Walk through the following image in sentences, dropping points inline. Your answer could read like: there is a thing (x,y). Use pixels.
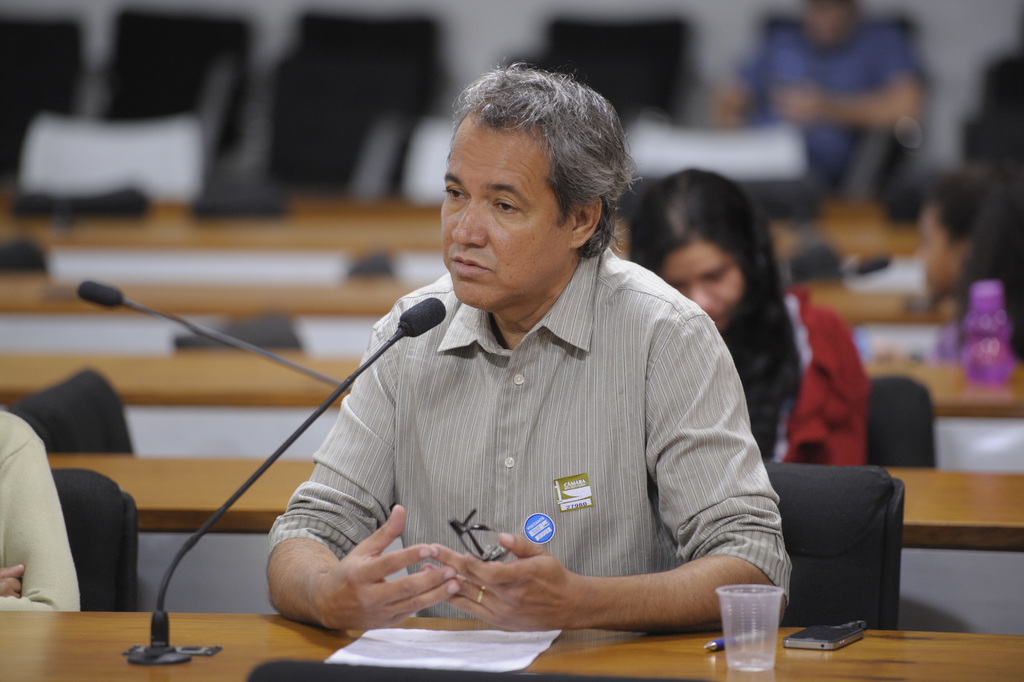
In this image we can see a person (477,481) holding specs (468,517). In front of them there is a table (136,638) with mic (150,648), glass (726,601), mobile (833,633), pen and paper (464,647). And we can see few people (10,437) sitting on chairs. Also there are tables (228,429) and chairs (375,48). And there is a bottle (968,348). And it is blurry in the background (115,93).
